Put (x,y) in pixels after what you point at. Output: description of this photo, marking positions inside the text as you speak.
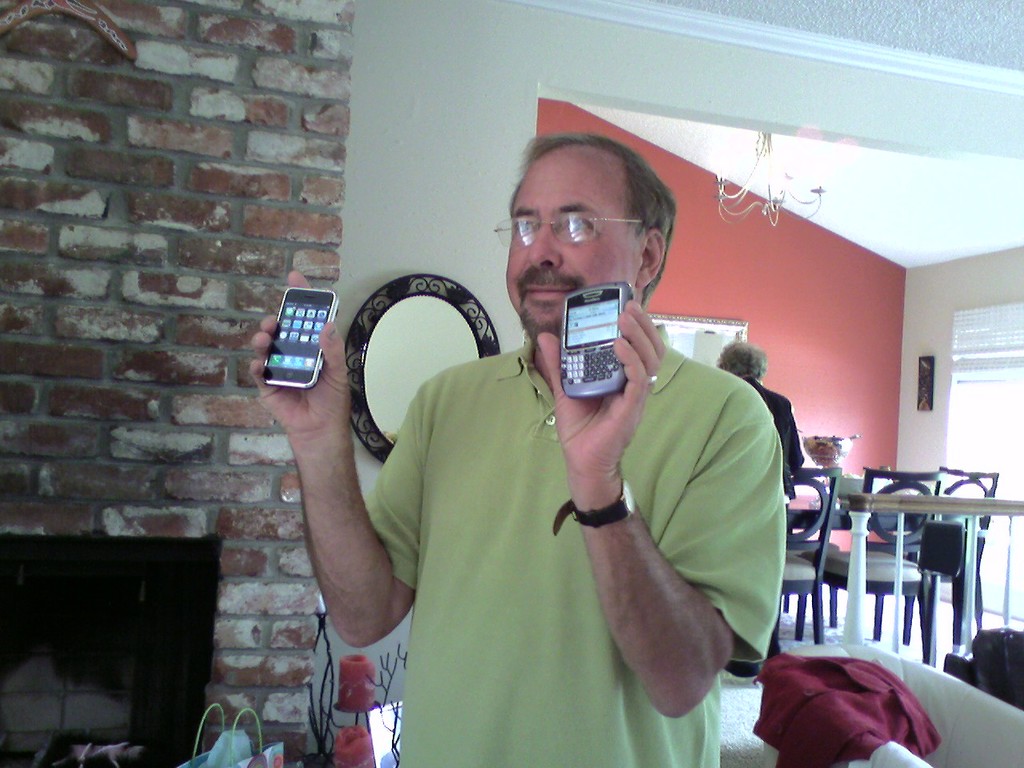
In the image there are two people (750,451). The man (719,468) standing in the front (465,534) is holding mobile phones (301,386) in his hand (578,404). There is a smart phone (264,377) in his right hand (319,395) and a basic model phone (570,359) in his left hand (577,407). the man (546,428) is wearing a green T-shirt (497,461), a watch (588,515) and spectacles (527,240). On the left corner of the image (150,181) there is a wall (107,189) with red bricks (102,204) and a fireplace (32,577). Just beside the fireplace (169,740) there is a bag (260,752) and a candle holder (326,746) with candles (342,747) on it. On the right corner of the image (886,743) there is a couch (997,747) with a jacket (891,731) on it. In the background (800,458) there is a person (789,442) standing. There is also a dining table (846,527) with chairs (815,530), a frame (928,403), a window (950,390) and a chandelier (773,180).
